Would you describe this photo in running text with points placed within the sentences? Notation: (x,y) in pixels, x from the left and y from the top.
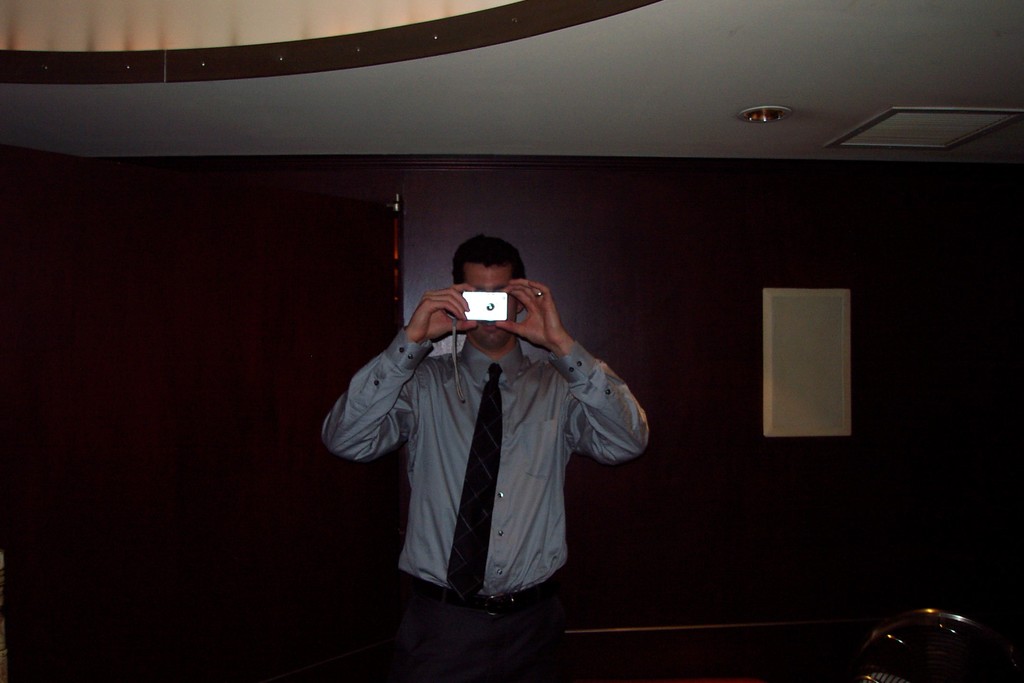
In this picture I can observe a man (441,492) wearing grey color shirt (464,418) and black color tie (485,496). He is holding a camera (493,315) in his hands (441,332). In the background (585,241) there is a wall (659,444).
